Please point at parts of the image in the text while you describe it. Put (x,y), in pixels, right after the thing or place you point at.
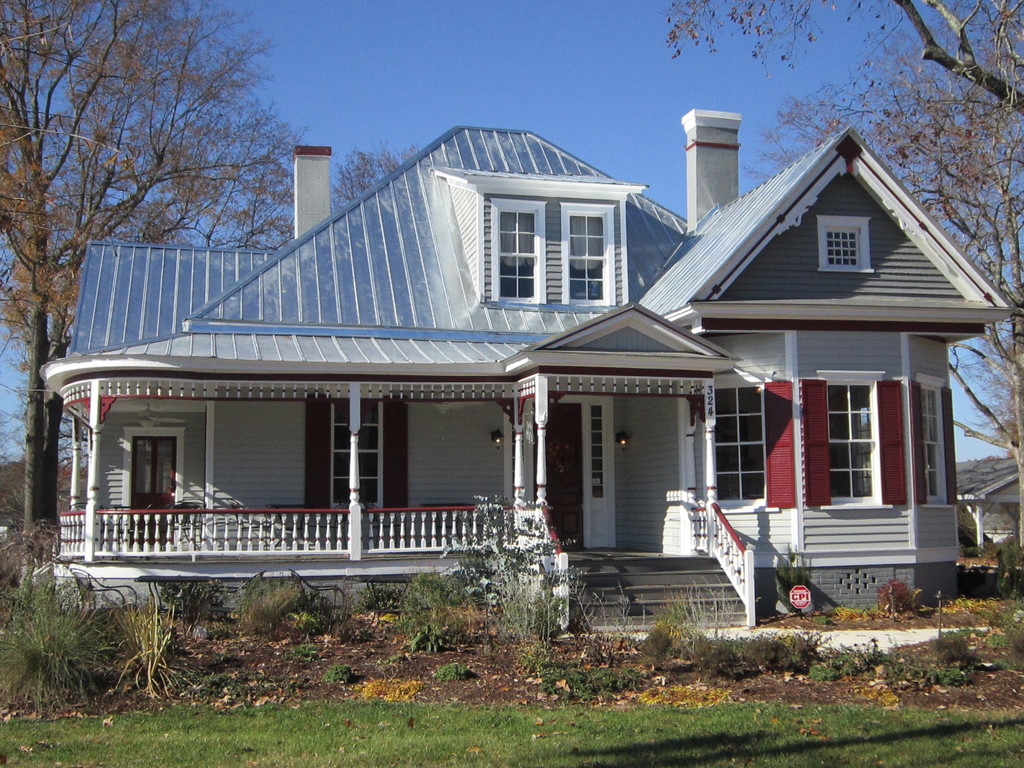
In this image, we can see house (598,254) in between trees (931,146). There are some plants (482,605) and grass (596,728) at the bottom of the image (324,708). There is a sky (646,77) at the top of the image (646,109).
